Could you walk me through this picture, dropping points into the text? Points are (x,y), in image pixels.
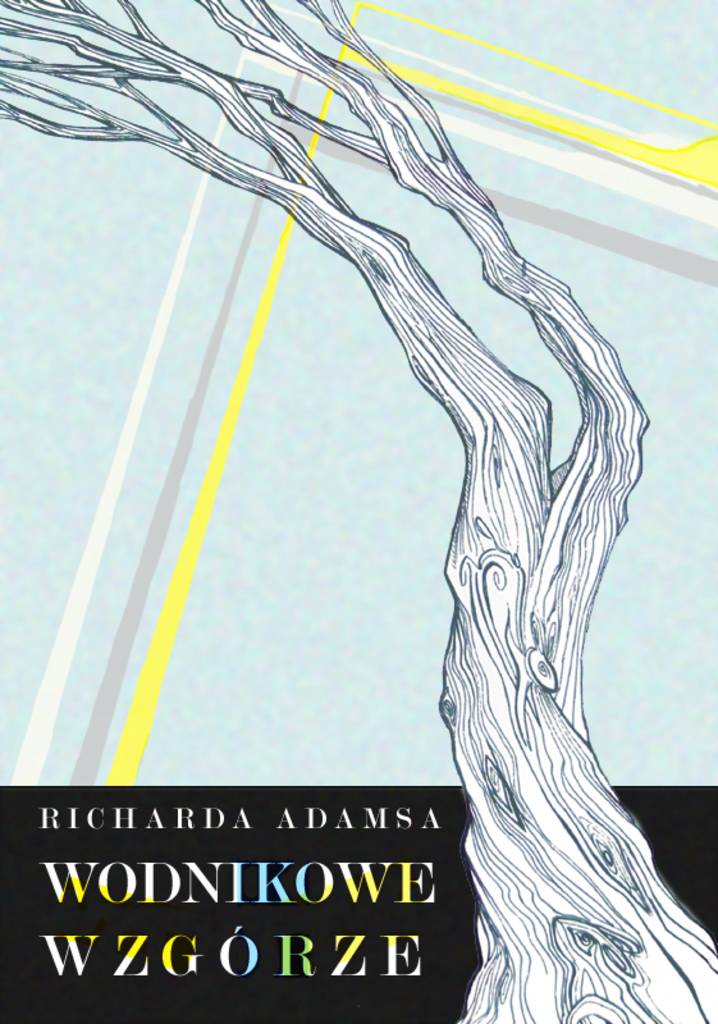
This is the painting of the tree (540,867). Also there is something written in the down. In the background (265,501) it is sky blue and there are three lines (168,528) of yellow, gray and white.
